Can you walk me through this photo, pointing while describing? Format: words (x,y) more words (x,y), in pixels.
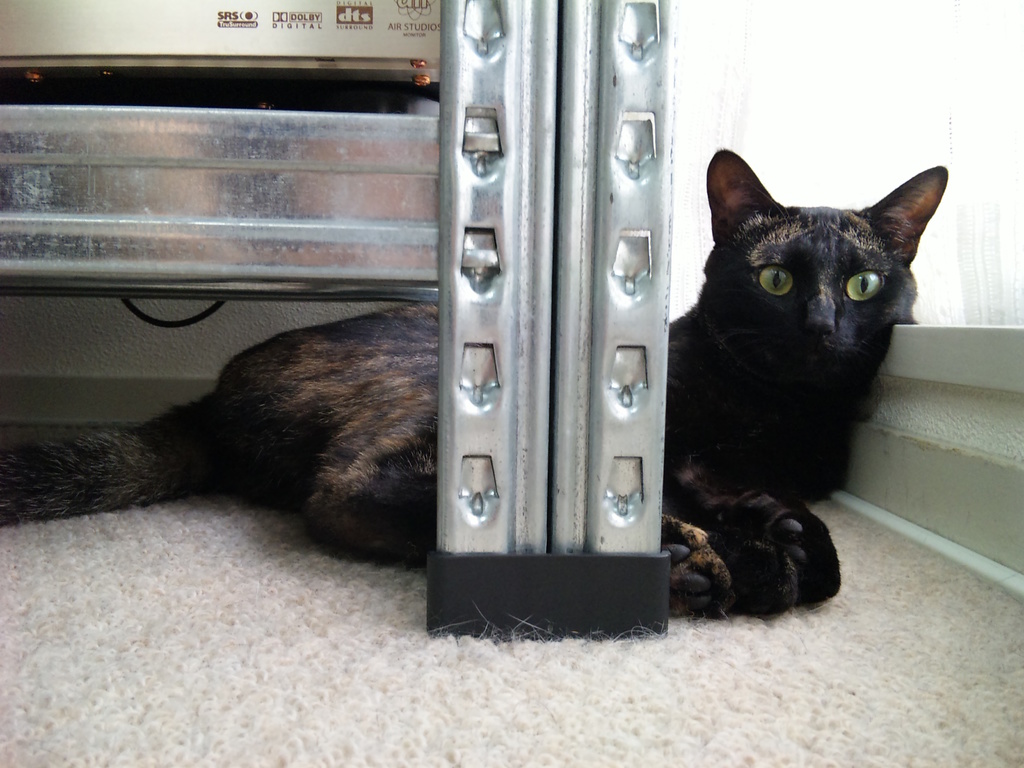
This image consists of a black cat (292,405). At the bottom (554,693), there is a floor mat (510,657). In the front (457,87), there is a stand (355,174). To the right (947,130), there is a window (1003,114) along with wall (991,431).
